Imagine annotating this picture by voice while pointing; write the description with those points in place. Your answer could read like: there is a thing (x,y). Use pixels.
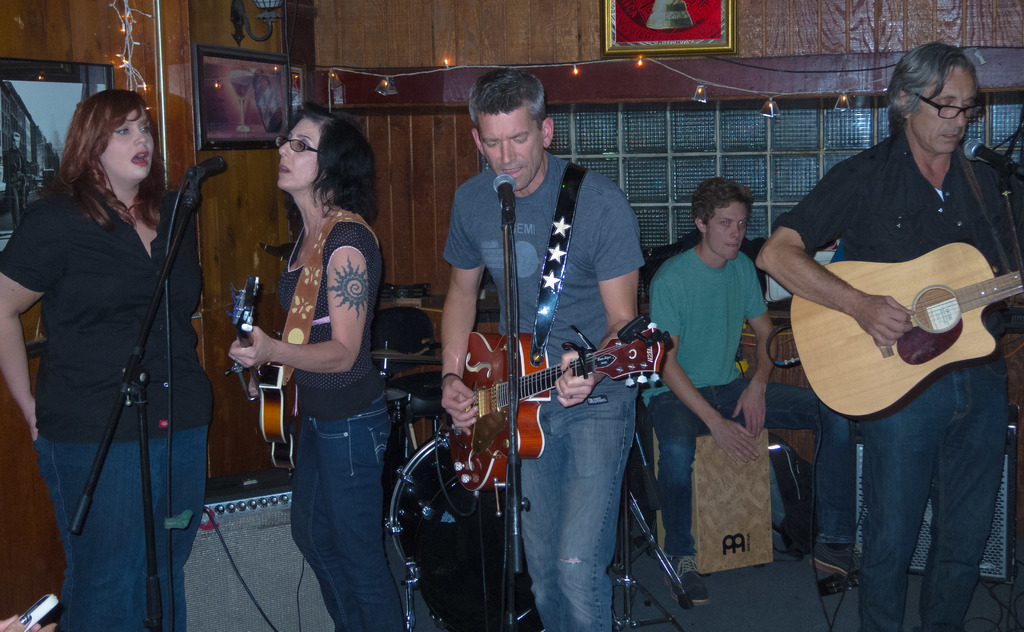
In this image I can see two men (570,546) are standing and holding guitar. Here I can see a man (712,410) is sitting on a box drum (712,459). I can also see two women (352,181) are standing where one is holding a guitar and wearing a specs (299,145). I can also see few mics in front of them. In the background (239,76) I can see few frames (265,55) on these walls (829,18).
